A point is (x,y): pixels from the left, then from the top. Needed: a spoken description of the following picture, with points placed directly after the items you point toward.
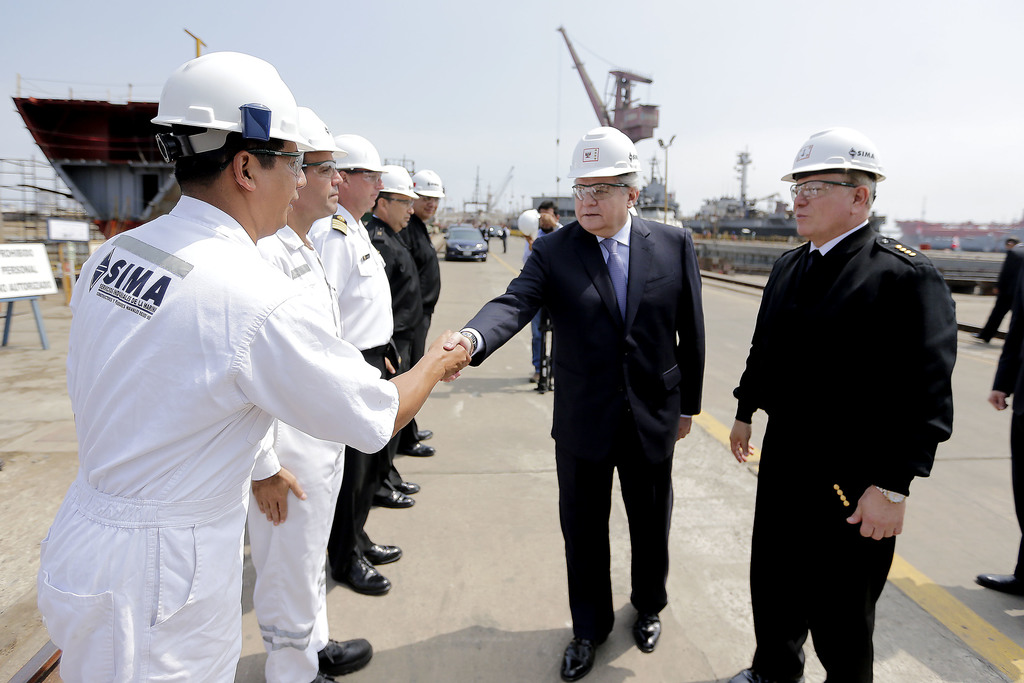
In this image, we can see persons (670,320) wearing clothes (199,322) and helmets (811,149). There are two persons (615,267) shaking hands (442,367). There is a car (461,229) in the middle of the image (454,232). There is a board (23,275) on the left side of the image (40,309). There is a crane (618,93) and sky (480,95) at the top of the image (438,56).
